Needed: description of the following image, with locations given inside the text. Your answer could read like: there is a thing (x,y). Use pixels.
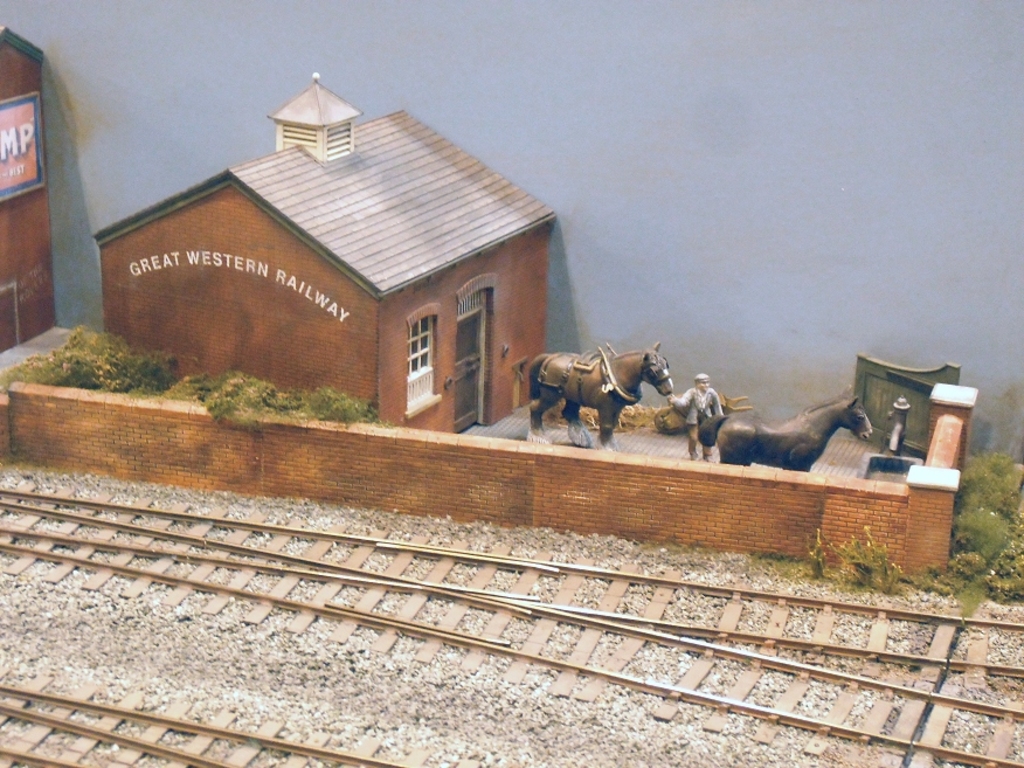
There is a playing toy (364,386) there is a small hut (400,308) and in front of the hut (525,344) there are two horses (758,445) and a man (687,404) is standing beside one of the horse (625,362) and around the hut (427,387) there is a fencing (595,523) and outside the fencing (534,517) there is a railway track (104,586).
